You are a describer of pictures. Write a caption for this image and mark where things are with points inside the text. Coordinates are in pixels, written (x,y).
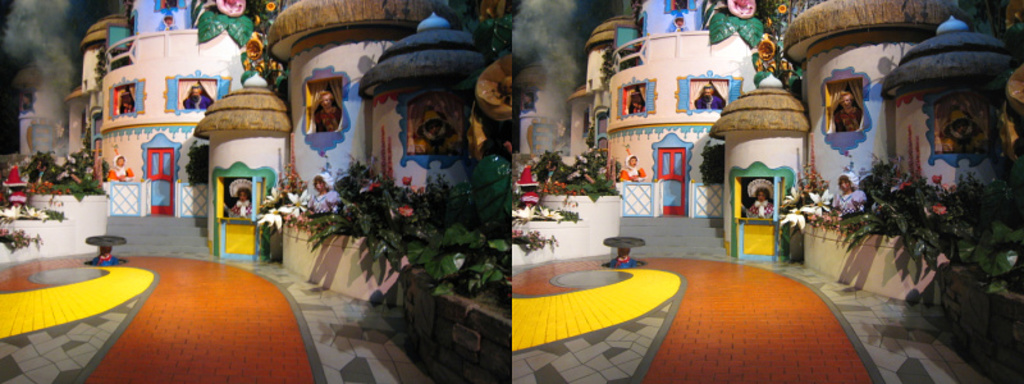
In this image we can see the collage of a two photos and we can see a structure (236,52) which looks like a castle (153,198) and there are some statues (630,154) which resembles like humans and we can see some artificial plants (404,226) and flowers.
